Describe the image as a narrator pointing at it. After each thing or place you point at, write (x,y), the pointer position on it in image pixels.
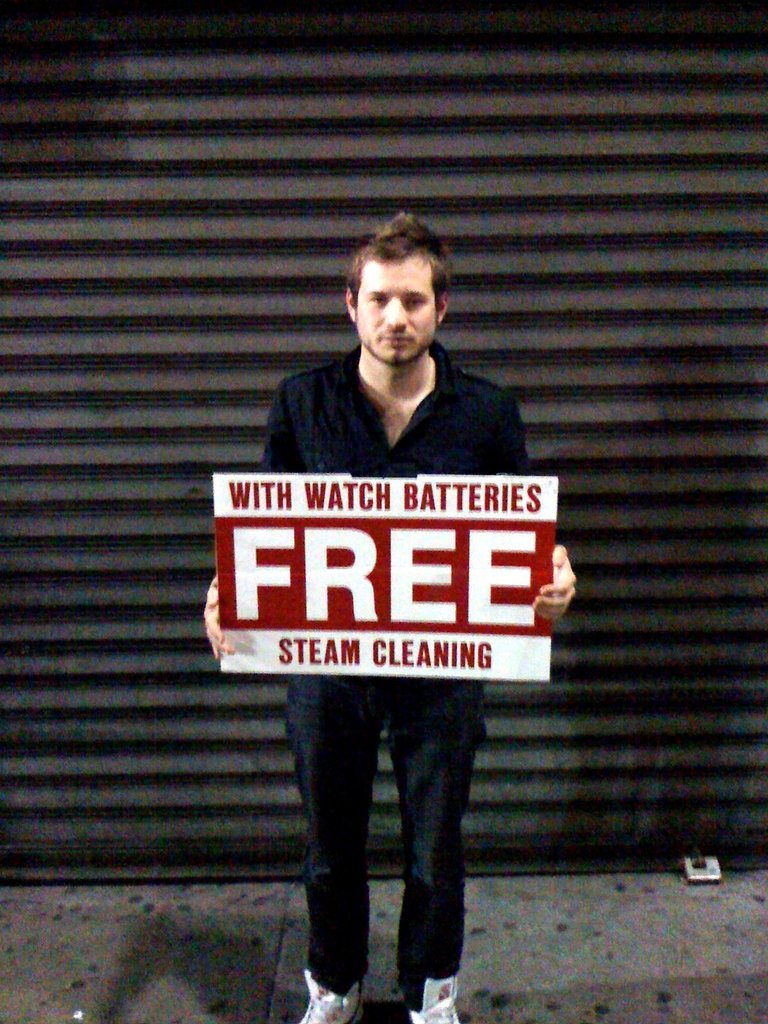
In this image I see a man (353,964) who is standing and I see that he is wearing black color shirt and black color pants (409,780) and I see that he is holding a board (377,650) on which there are words (482,485) written and I see the path (744,903). In the background (588,870) I see the shutter (513,839).
